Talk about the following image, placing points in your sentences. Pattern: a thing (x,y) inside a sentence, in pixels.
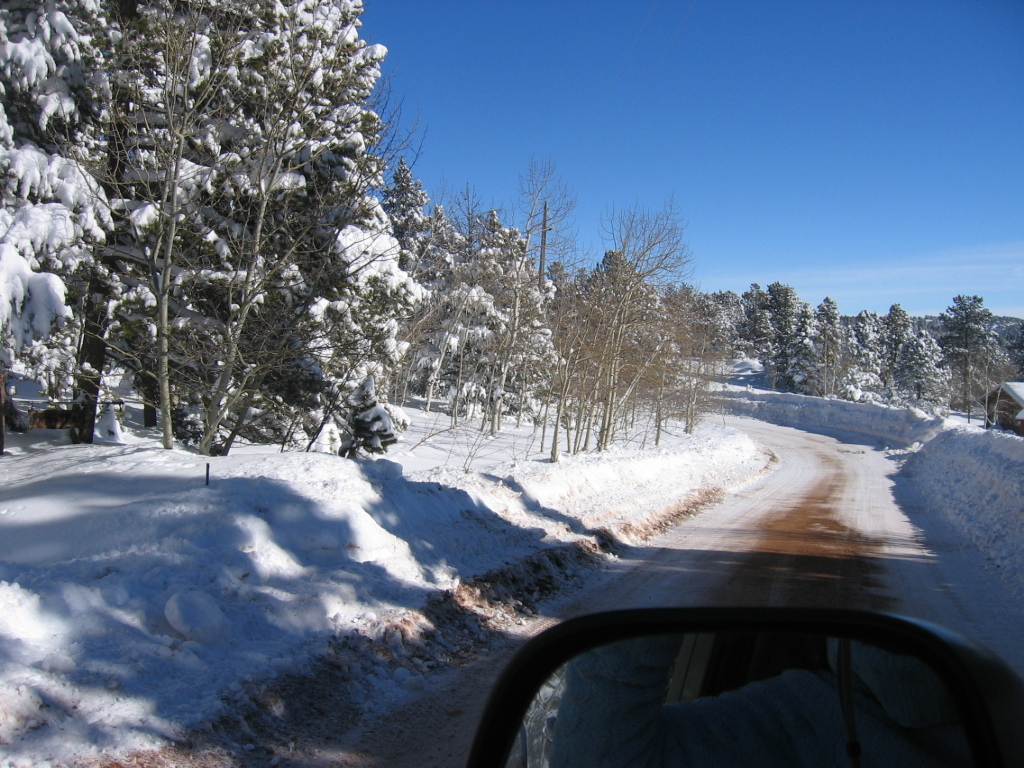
In this image in the center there is road (790,489). In the front (707,670) there is a mirror (606,685) in which the reflection (697,711) of the person (714,713) is visible. On the left side (257,184) there are trees (559,366). In the background (821,343) there are trees (948,352). On the right side (1004,379) there is cottage (1010,403), on the roof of the cottage (1013,400) there is snow (1015,395).
